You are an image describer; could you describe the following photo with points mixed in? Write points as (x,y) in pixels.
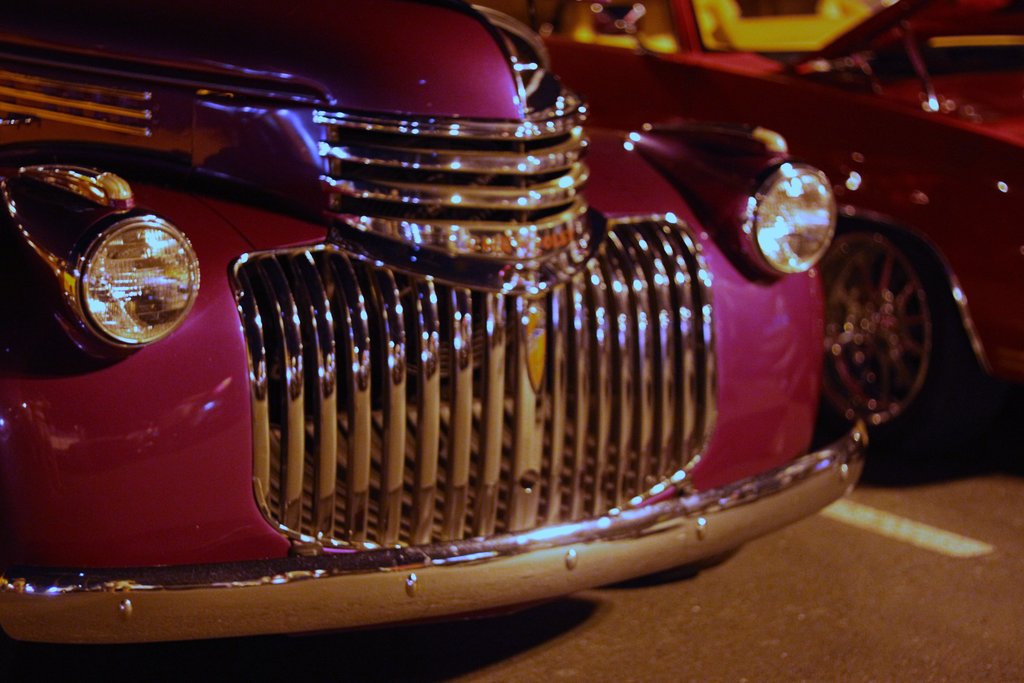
This is an image clicked in the dark. Here I can see two cars (685,368) on the road (690,629).
